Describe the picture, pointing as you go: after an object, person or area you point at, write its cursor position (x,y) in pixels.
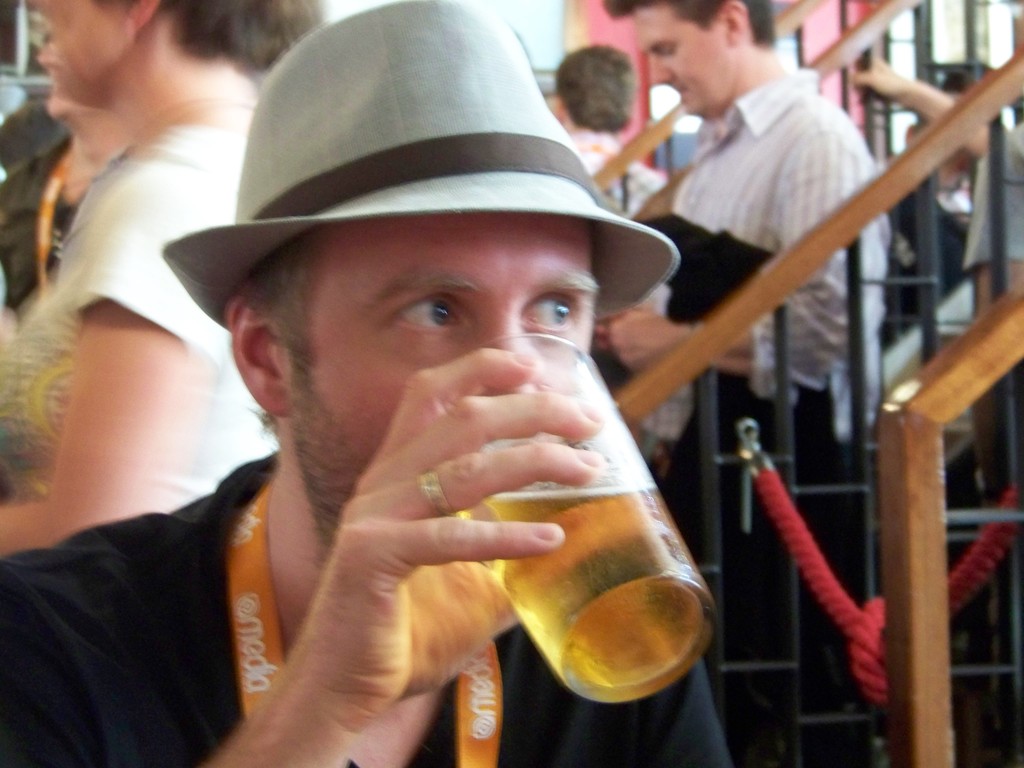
In the image we can see there are people (53,66) who are standing at the back (907,88) and in front (377,532) there is a man (409,500) who is sitting and holding a glass (608,569) in which there is a beer (583,597) and he is wearing a hat (386,127).
